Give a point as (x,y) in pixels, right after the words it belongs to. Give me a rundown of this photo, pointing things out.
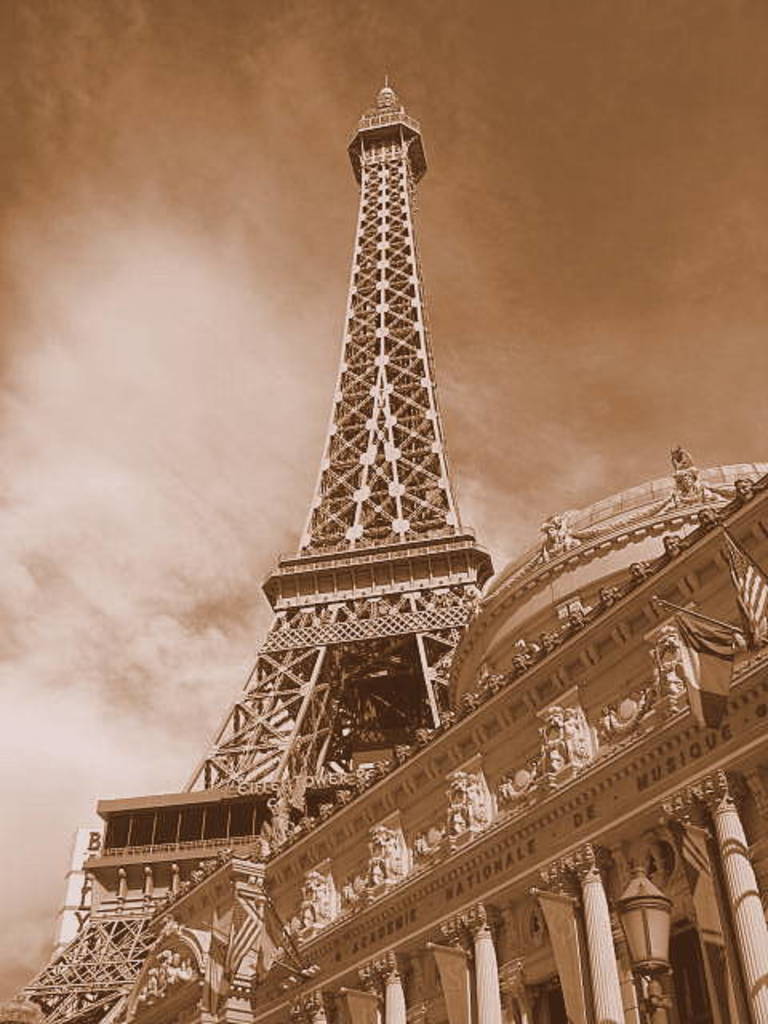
In this picture we can see a few pillars (556,873), statues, some text (484,870) and other objects (272,806) on a white building (711,587). We can see an Eiffel tower (370,159), a street light (663,1016) and some text (90,843) on an object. There is the sky (101,635) and the clouds (220,548) on top (556,243).
